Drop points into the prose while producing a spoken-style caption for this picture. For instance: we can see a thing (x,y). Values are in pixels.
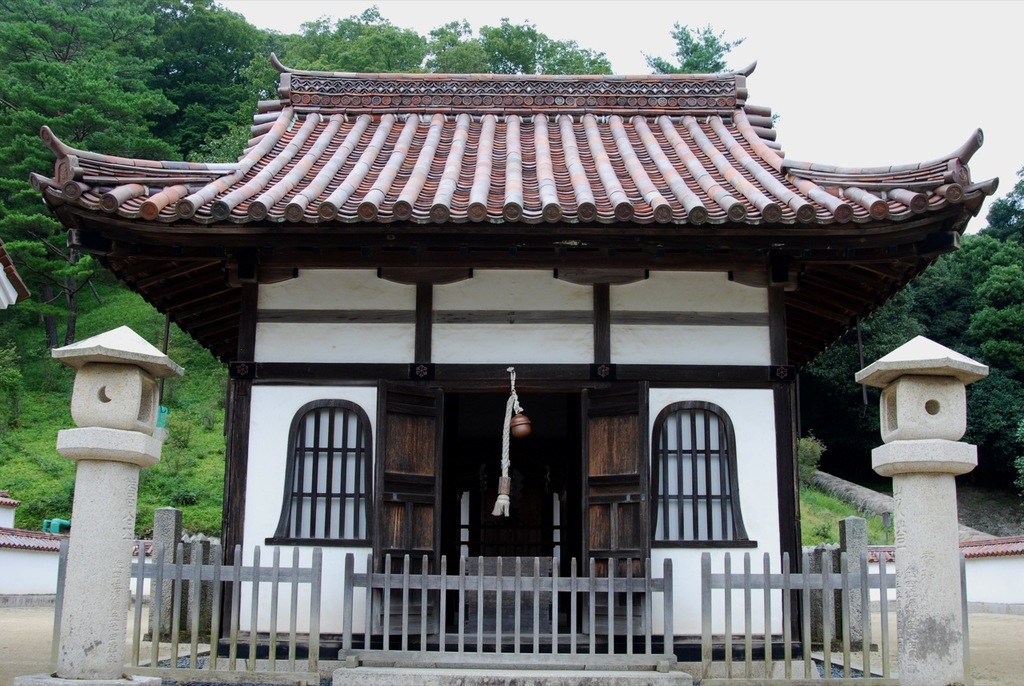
In this image there is a big building (320,329) in front of that there is a fence (183,576) in between the pillars (943,449) and behind the building (621,347) there is a mountain (268,87) with trees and grass (54,513).
